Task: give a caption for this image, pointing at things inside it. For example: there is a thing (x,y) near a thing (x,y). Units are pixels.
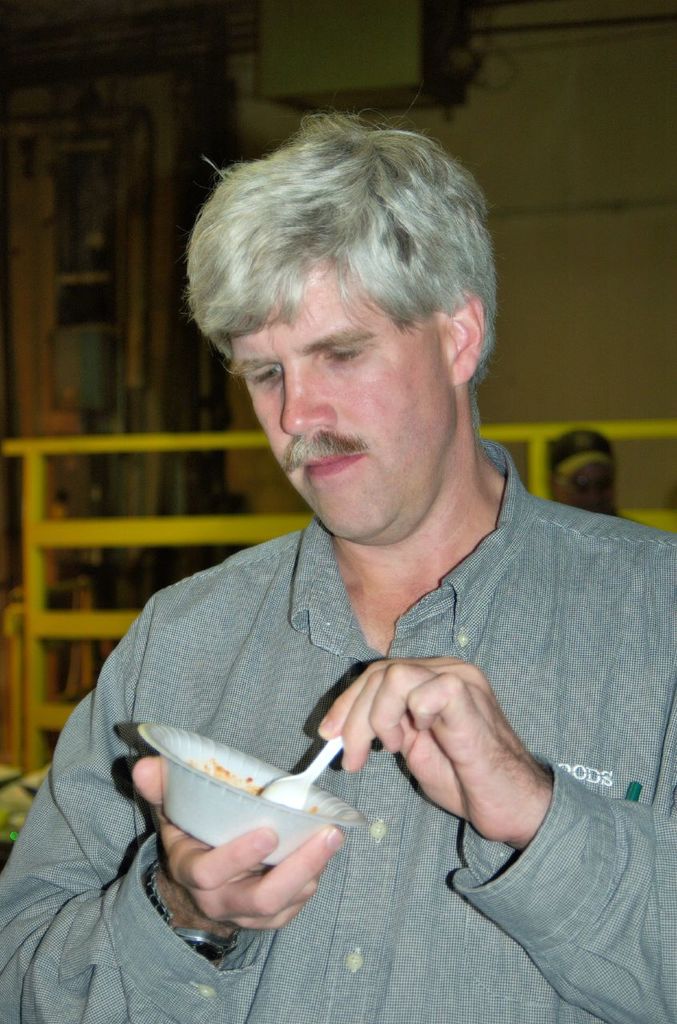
In the center of the image (406,608) we can see a man (267,419) standing and holding a bowl (215,781) and a spoon (282,782) in his hands (219,857). In the background (631,336) there is a fence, wall (569,345) and we can see a person (579,482).
